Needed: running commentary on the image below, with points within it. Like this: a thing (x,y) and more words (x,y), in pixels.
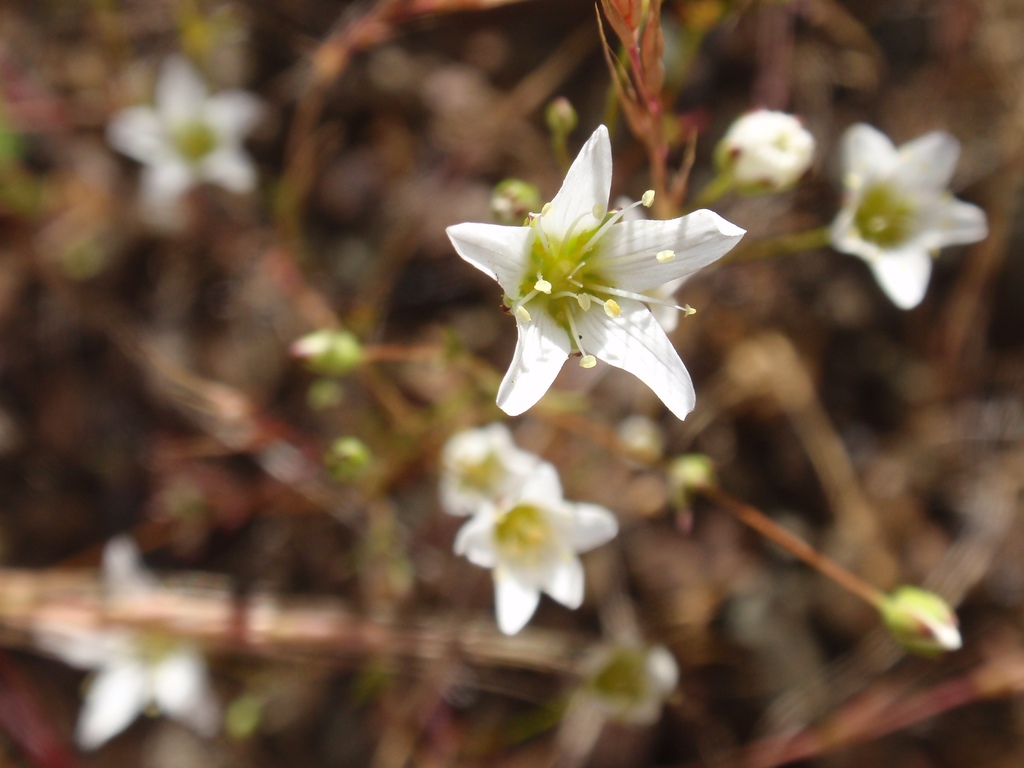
In the foreground of this image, there are few white color flowers (541,508) and buds (903,592) and the background (698,672) image is blur.
